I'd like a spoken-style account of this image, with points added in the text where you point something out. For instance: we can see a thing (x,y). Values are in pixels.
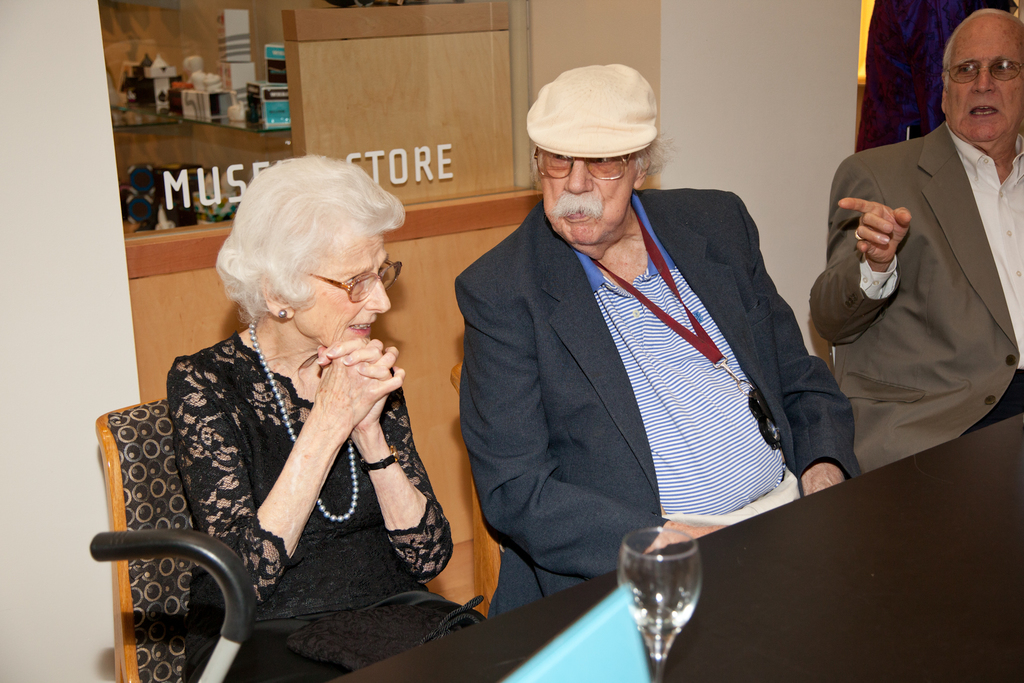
In this image there are a few people (207,470) sitting on their chairs (150,435), in front of them there is a table (725,602) with a glass (645,581) and other objects (575,676), in the background (70,162) there is a wall (63,173) and a glass window (228,145) through which we can see there are a few objects (237,78), on the right side of the image (952,63) there is a person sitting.
